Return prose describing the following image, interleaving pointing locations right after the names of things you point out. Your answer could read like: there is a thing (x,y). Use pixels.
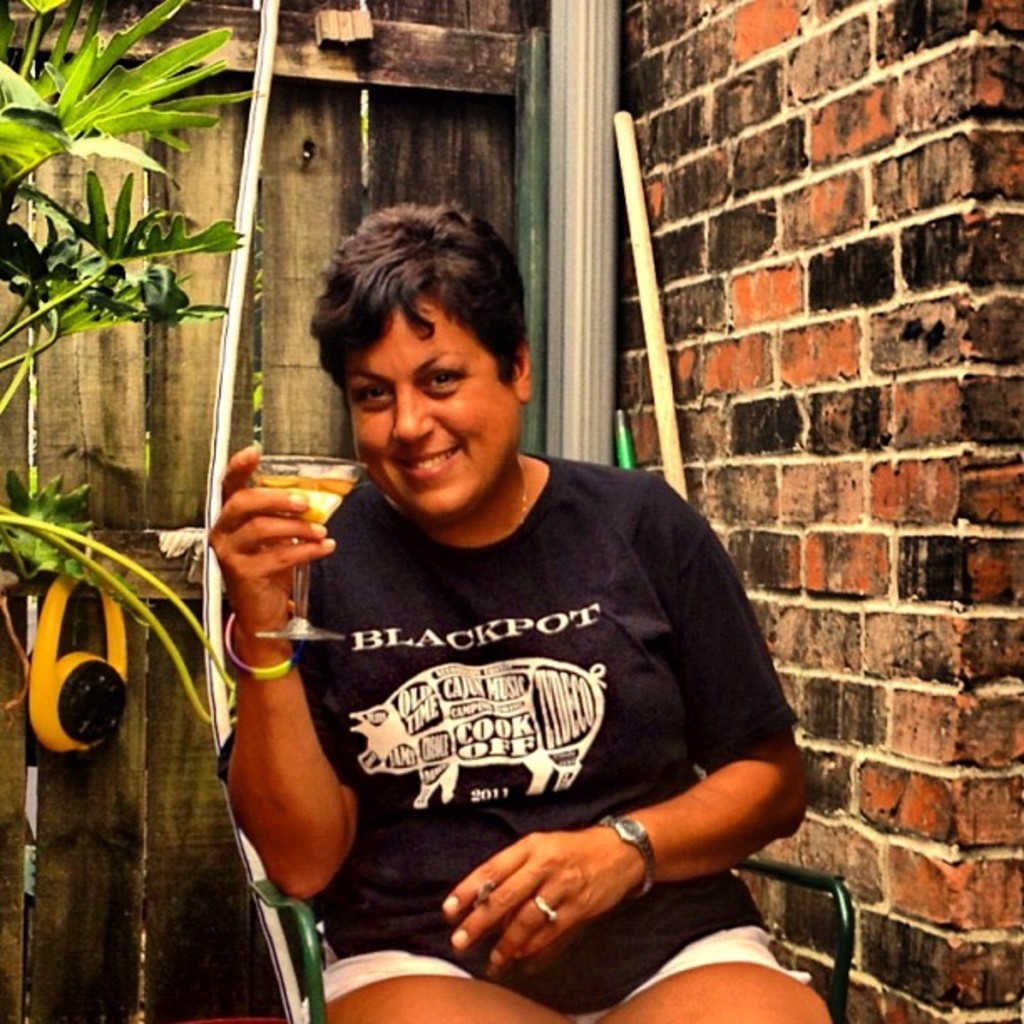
In this image we can see this person (519,735) wearing black T-shirt (662,754) is holding a glass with drink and cigarette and sitting on the chair (827,881) and is smiling. In the background (499,143), we can see wooden wall (221,289), we can see plants (67,74), pipes (532,395) and the brick wall (811,304).
